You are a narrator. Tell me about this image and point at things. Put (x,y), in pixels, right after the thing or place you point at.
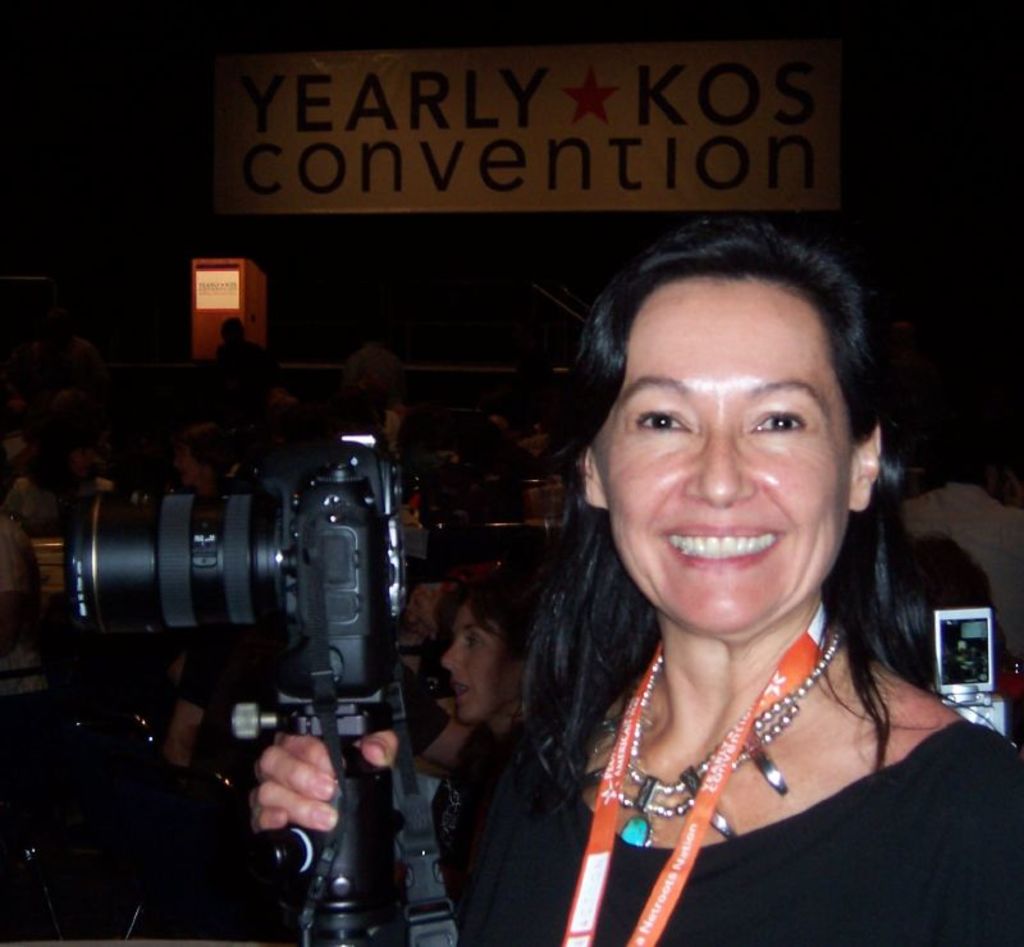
In this image, In the right side (931,722) there is a woman (667,489) standing and she is holding a camera (336,603) which is in black color, In the background (479,616) there are some people (482,433) sitting, In the top (255,214) there is a white color poster (419,114).
